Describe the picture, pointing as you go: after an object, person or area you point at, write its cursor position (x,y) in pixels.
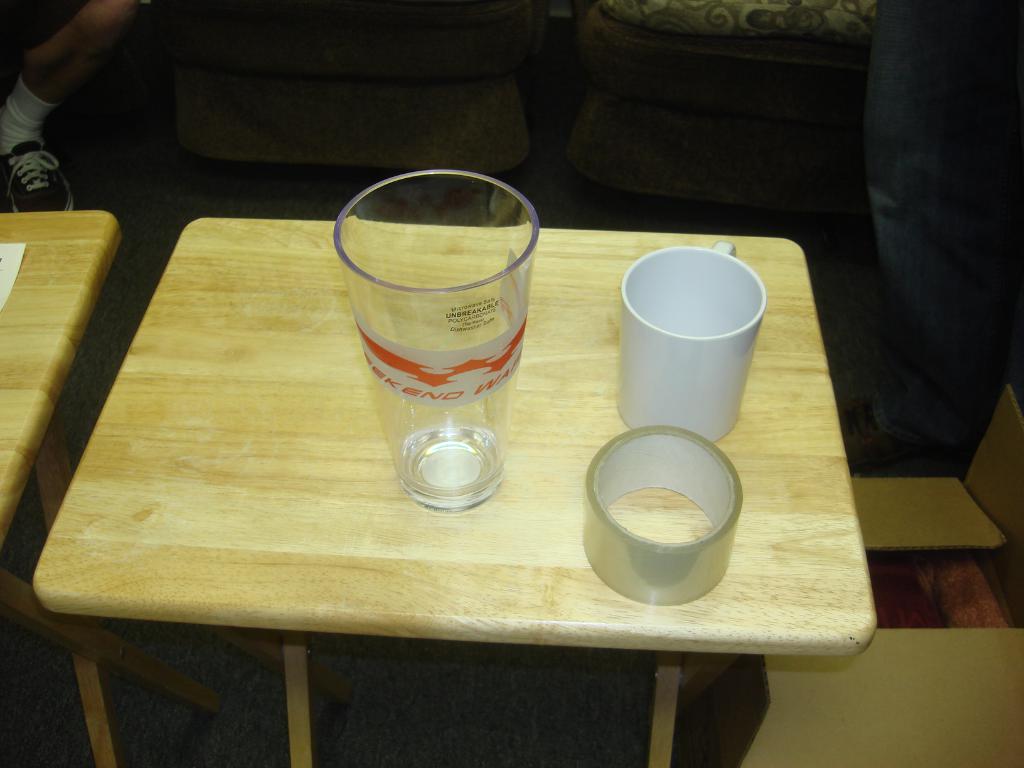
This image has a table (315,226) having glass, cup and tape (608,445) on it. Beside there is another table (68,245). At the top left (25,190) there is a person leg (41,99) wearing socks (24,111) and shoe (45,151). At the right side (1021,297) there is a person (997,6) is standing. At the top of the image (231,109) there are two chairs (249,128).
